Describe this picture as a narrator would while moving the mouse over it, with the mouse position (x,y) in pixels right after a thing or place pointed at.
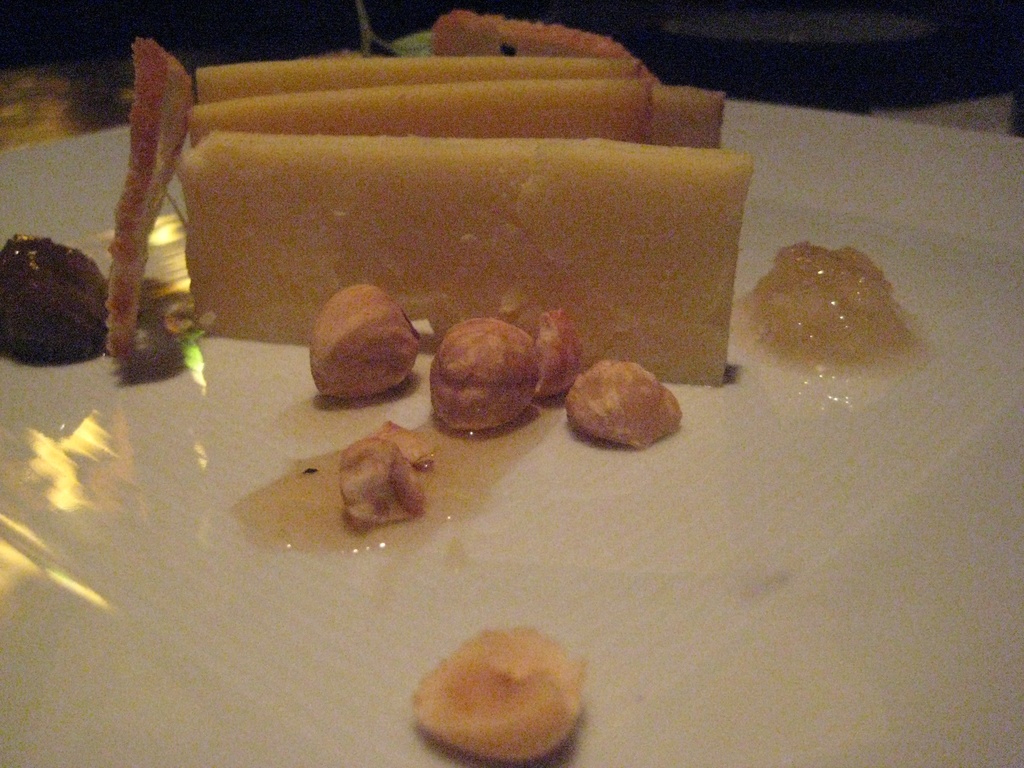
In the picture I can see food items (475,383) on a white color surface (68,624).
